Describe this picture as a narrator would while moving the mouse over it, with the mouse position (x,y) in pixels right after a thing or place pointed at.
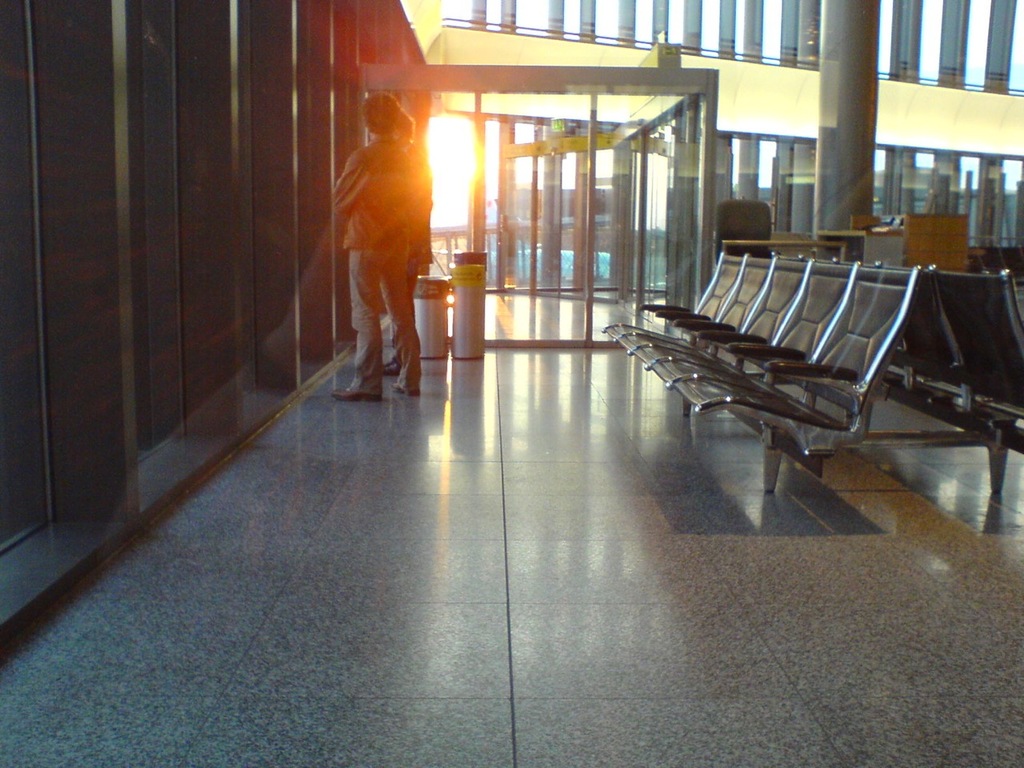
To the left side of the image (95,333) there are pillars (333,312) with glass doors (144,235). And in front of them there is a person (394,302) standing on the floor (384,354). Beside the person (391,156) there is a dustbin (427,281) and also there are glass doors (469,166) and sunlight (443,131). To the right side of the image (820,302) there are few chairs (744,293). Behind the chairs (867,281) there is a pole (857,214) and table (856,231) with a chair (769,223). To the right top (780,227) of the image there are glass windows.
